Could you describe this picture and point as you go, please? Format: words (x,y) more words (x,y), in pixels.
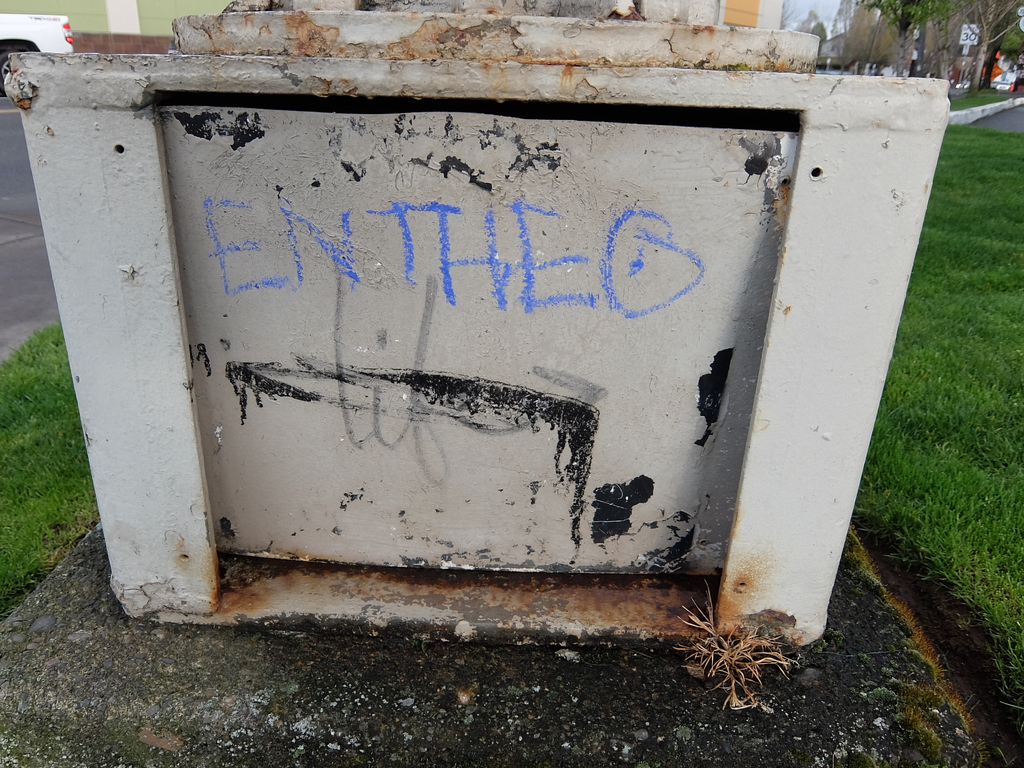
Here in this picture we can see an iron frame (125,324), on which we can see some text (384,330) written with a chalk piece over there and on the ground (1018,383) we can see grass (971,422) covered all over there.
